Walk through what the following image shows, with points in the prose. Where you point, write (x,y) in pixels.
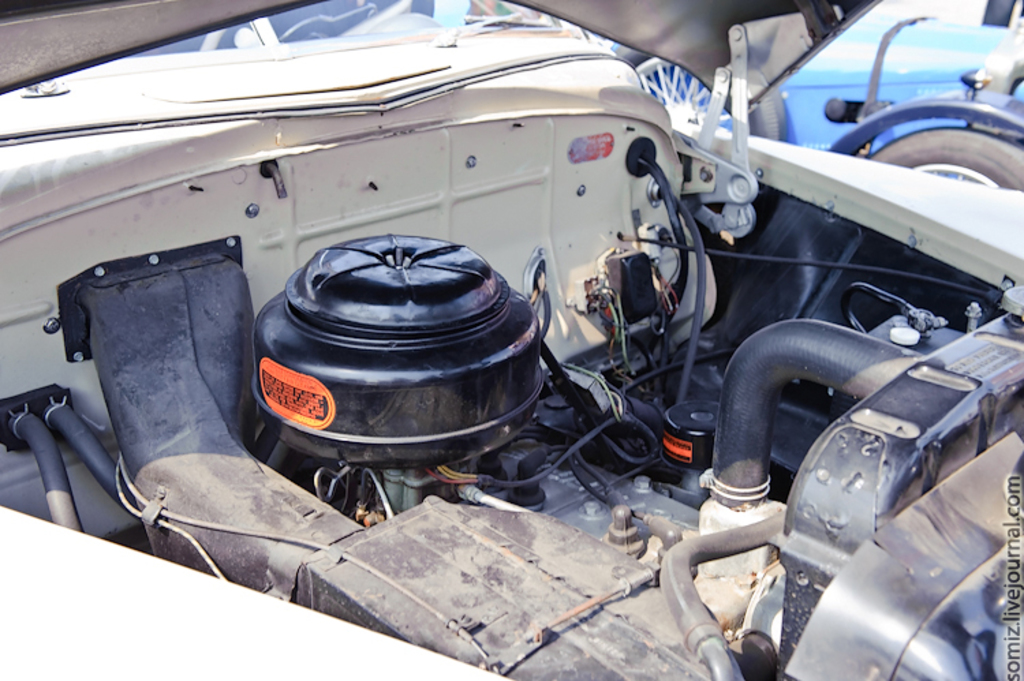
This is an inside view of a vehicle (794,228) and in the background (866,94), there is an another vehicle (912,100).
